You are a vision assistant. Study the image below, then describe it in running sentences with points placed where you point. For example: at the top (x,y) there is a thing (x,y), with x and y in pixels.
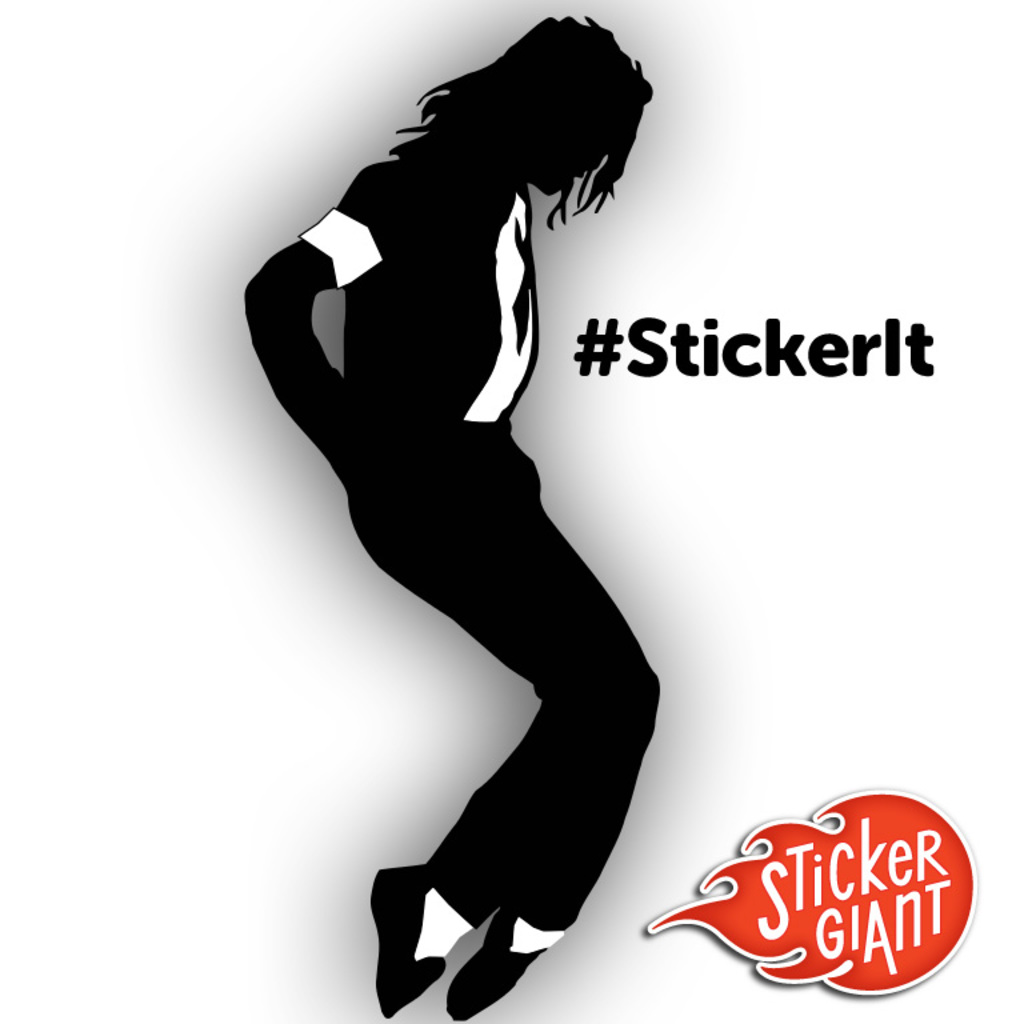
This is the edited image and there are some texts (719,349) written on the image.
